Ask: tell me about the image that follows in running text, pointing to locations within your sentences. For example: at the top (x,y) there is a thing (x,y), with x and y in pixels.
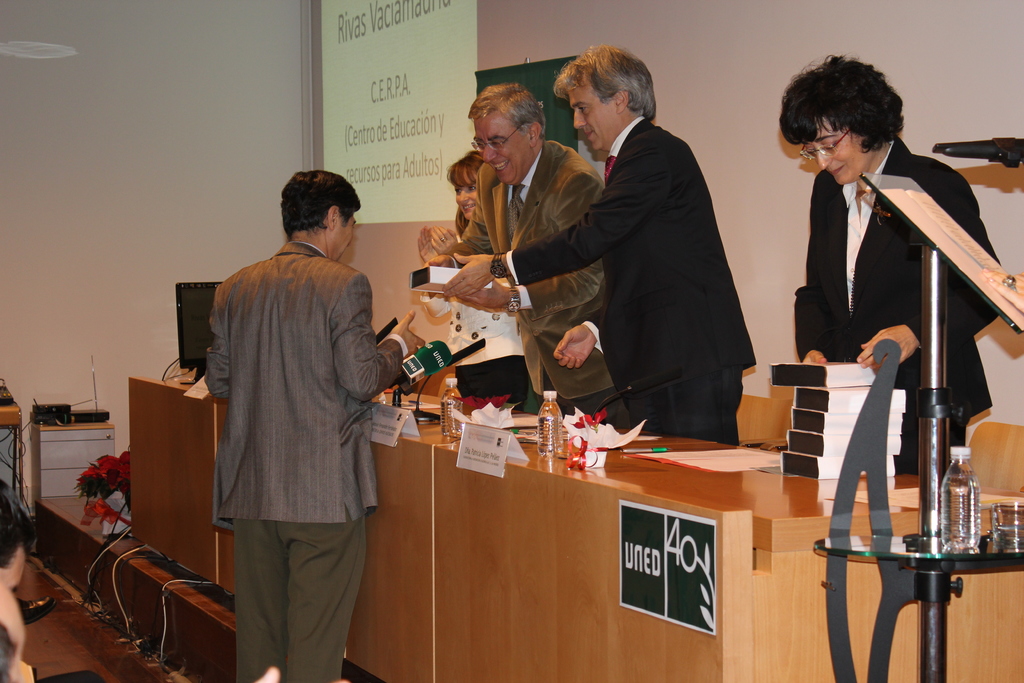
There are few persons (851,65) standing. There is a table (794,574) at the right side of the image (928,541) having bottle (968,490) and glass (1012,542) on it. There is a mike (423,374) on table (585,526). Left side (119,472) there is a flower vase (106,487), cabinet (106,427) beside has few electronic devices (66,416) on it. At the back (337,5) there is a screen (436,2) displayed with some text (399,139).
